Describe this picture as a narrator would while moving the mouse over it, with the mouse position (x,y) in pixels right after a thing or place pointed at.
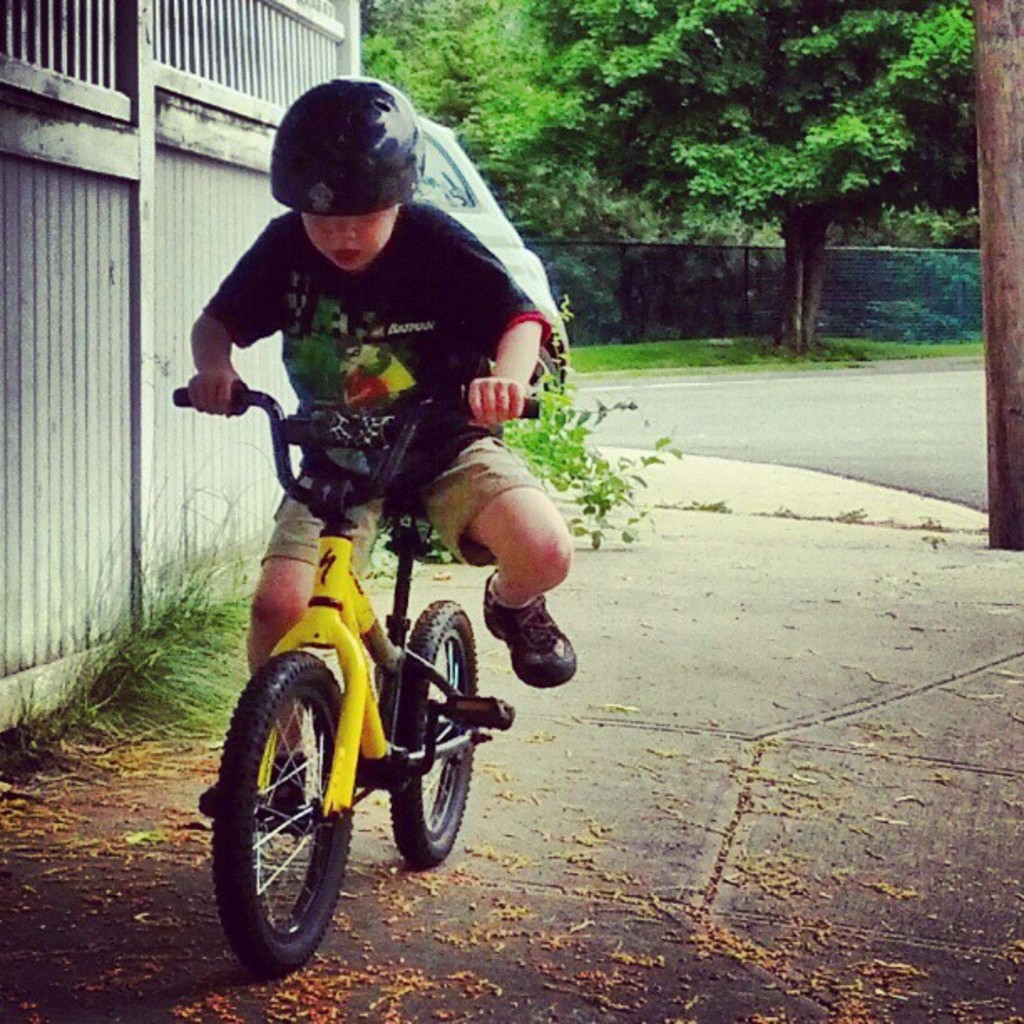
This image is clicked outside. On the left (240,302) there is a Boy (390,295) wearing helmet (324,136) and riding bicycle (339,607) with his one leg (272,597) on the pedal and the another leg (523,664) in the air, behind him there is a Car (457,201). On the left (147,56) there is a metal gate (53,292) and some grass (164,646) on the ground (165,691). In the background (626,79) there are some Trees (842,150) and we can see the road (824,386).
